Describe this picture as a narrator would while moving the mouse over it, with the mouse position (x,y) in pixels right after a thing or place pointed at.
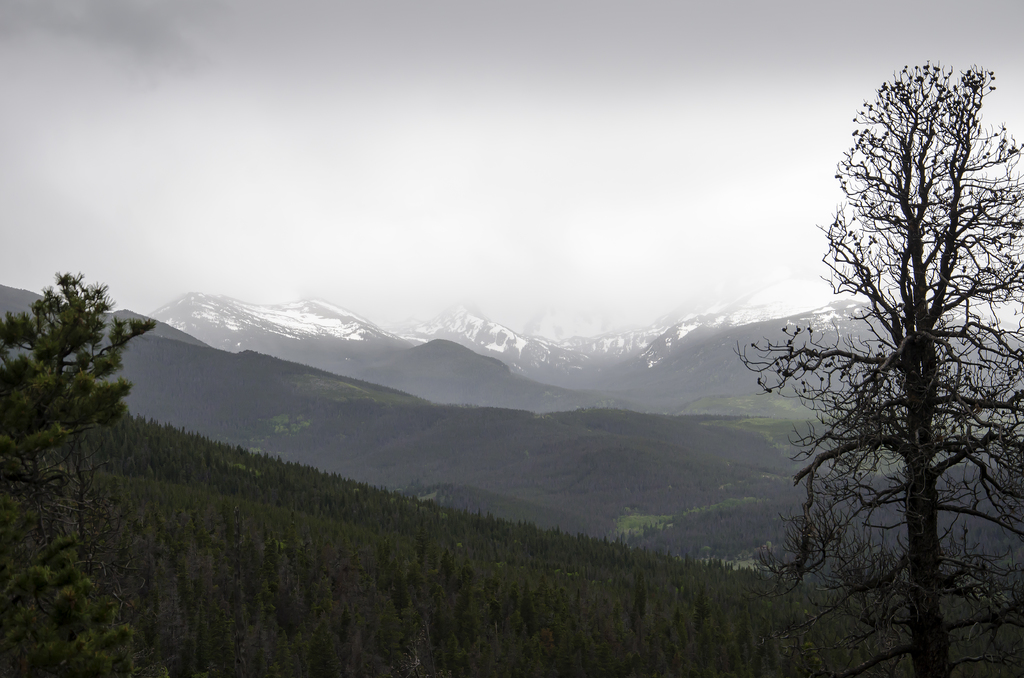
This image is clicked outside. In the front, we can see mountains (596,333) along with snow (425,332) and fog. At the bottom (448,613), there are plants (476,612) and trees (169,456). At the top (460,126), there is a sky (408,290).
